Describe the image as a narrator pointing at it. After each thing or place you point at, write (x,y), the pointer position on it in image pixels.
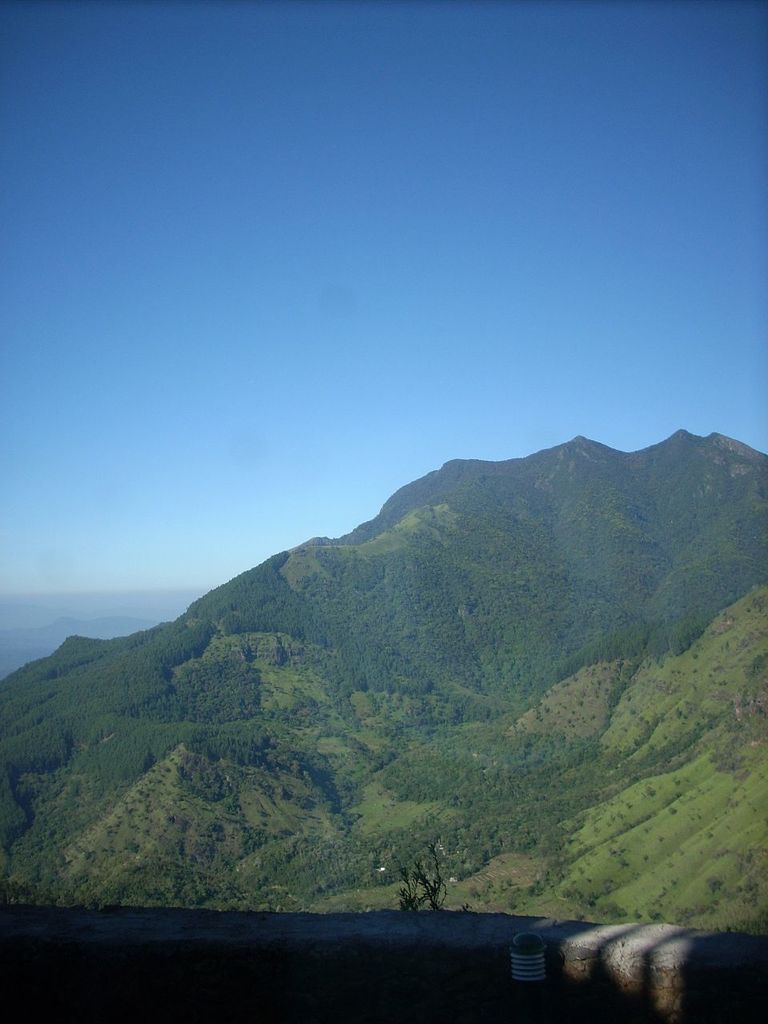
In this image there is the sky (420,240), there are mountains (176,795), there are trees (453,770) on the mountains (449,650), there is a wall (197,956) truncated towards the bottom of the image (537,1003), there is a pole (532,971) truncated towards the bottom of the image (535,981).
